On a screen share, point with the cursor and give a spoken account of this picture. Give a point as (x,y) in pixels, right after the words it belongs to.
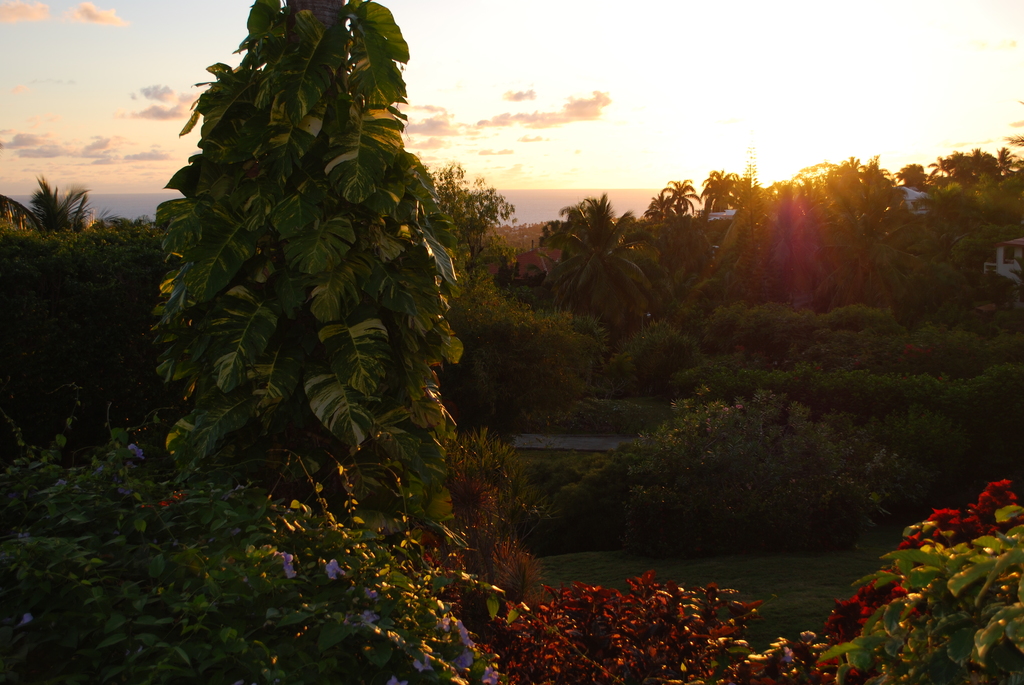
In this image there are trees (310,429) and a house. In the sky (572,118), there clouds (585,108) and sun (779,151).
